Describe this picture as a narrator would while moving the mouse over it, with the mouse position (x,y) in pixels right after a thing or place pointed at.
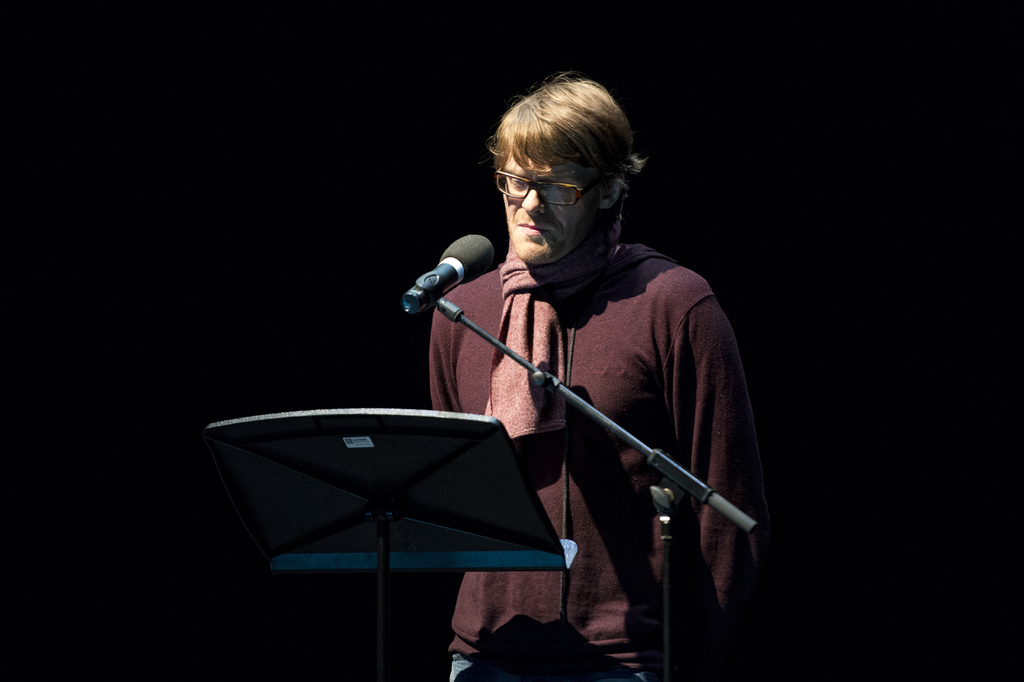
In this image, I can see the man (628,414) standing. This is a mike (440,281), which is attached to a mike stand (671,491). It might be a musical stand (419,515). The background (46,594) looks dark.
